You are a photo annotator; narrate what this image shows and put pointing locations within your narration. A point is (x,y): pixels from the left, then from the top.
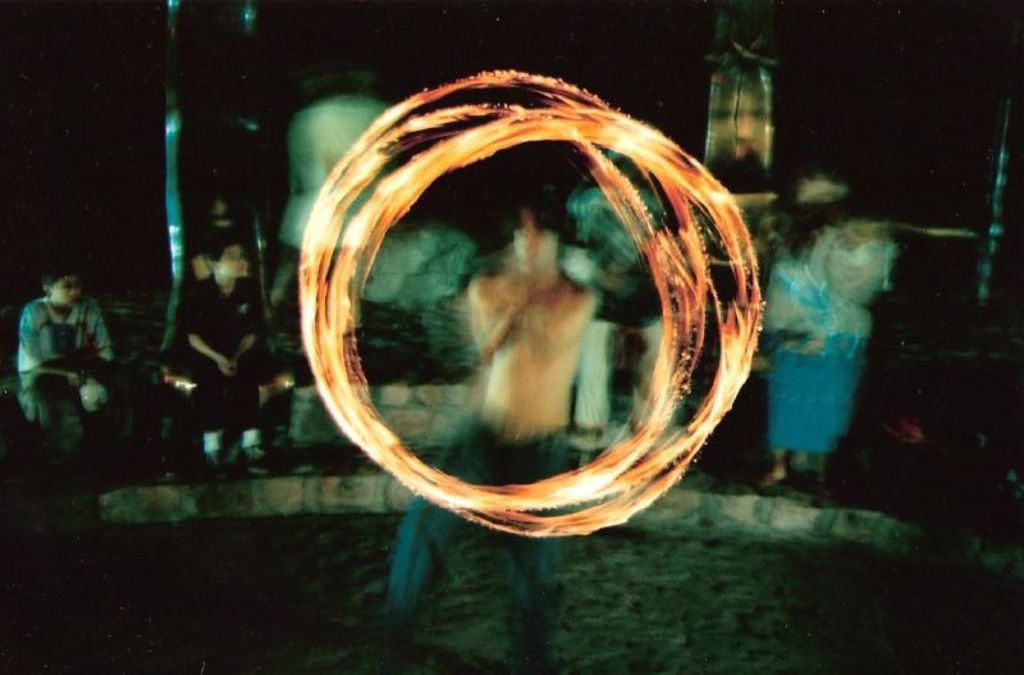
In this image I can see a person (529,370) standing and a fire ring (339,266) in front of him. In the background (458,170) I can see few persons (206,288) sitting, few other objects (711,156) and the dark background (195,130).
